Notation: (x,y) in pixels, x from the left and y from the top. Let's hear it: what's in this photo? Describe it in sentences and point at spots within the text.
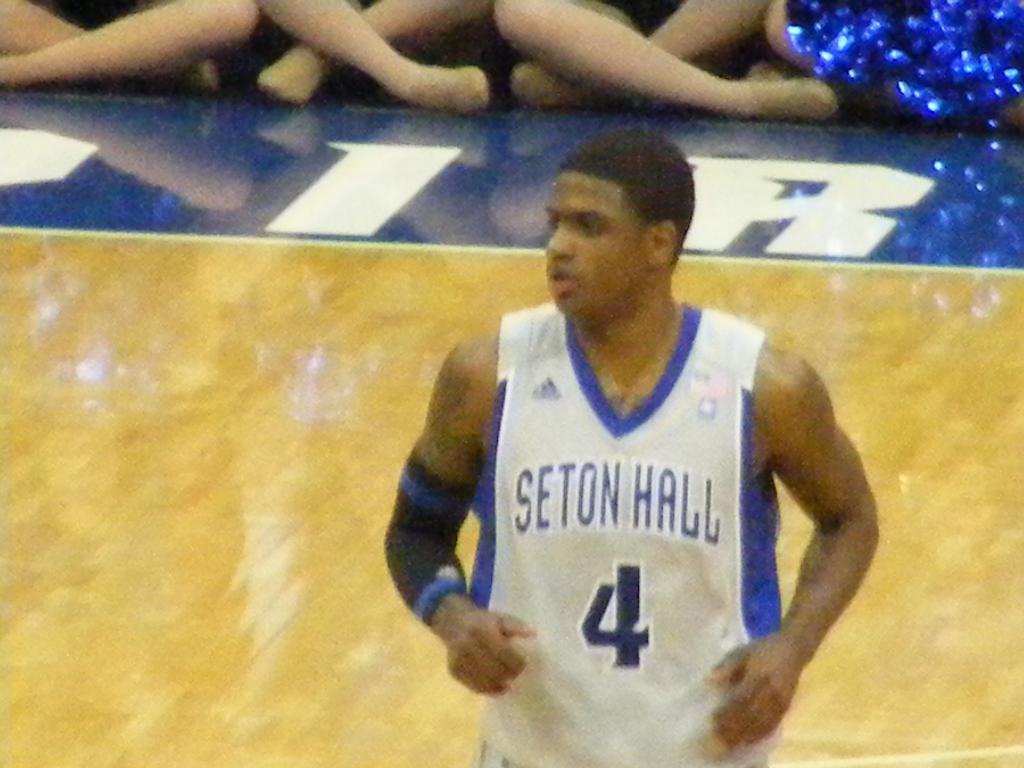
In this image we can see a person (660,438) wearing blue and white color dress (669,518) standing and in the background of the image (22,71) there are some persons (604,76) sitting on floor (481,128) and we can see some blue color thing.
